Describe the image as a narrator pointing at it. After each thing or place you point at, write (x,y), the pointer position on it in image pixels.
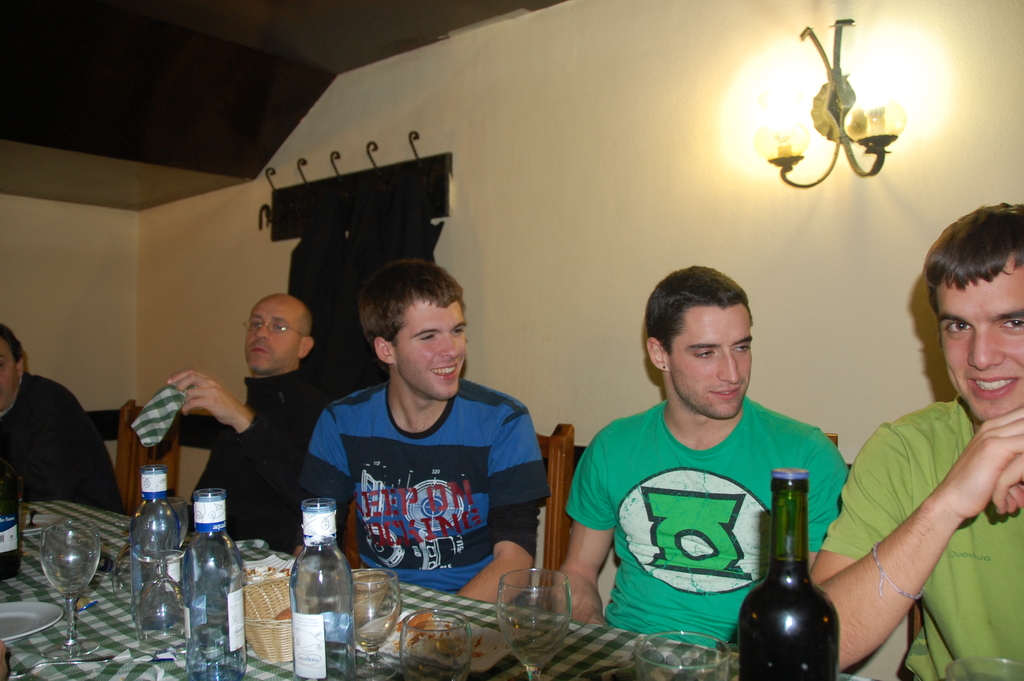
In this picture we can see some persons (289,395) are sitting on the chairs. This is table (114,646). On the table (153,672) there are bottles (236,669), glasses (152,614), and a plate (13,613). On the background (660,191) there is a wall (660,128) and this is light (861,108).
